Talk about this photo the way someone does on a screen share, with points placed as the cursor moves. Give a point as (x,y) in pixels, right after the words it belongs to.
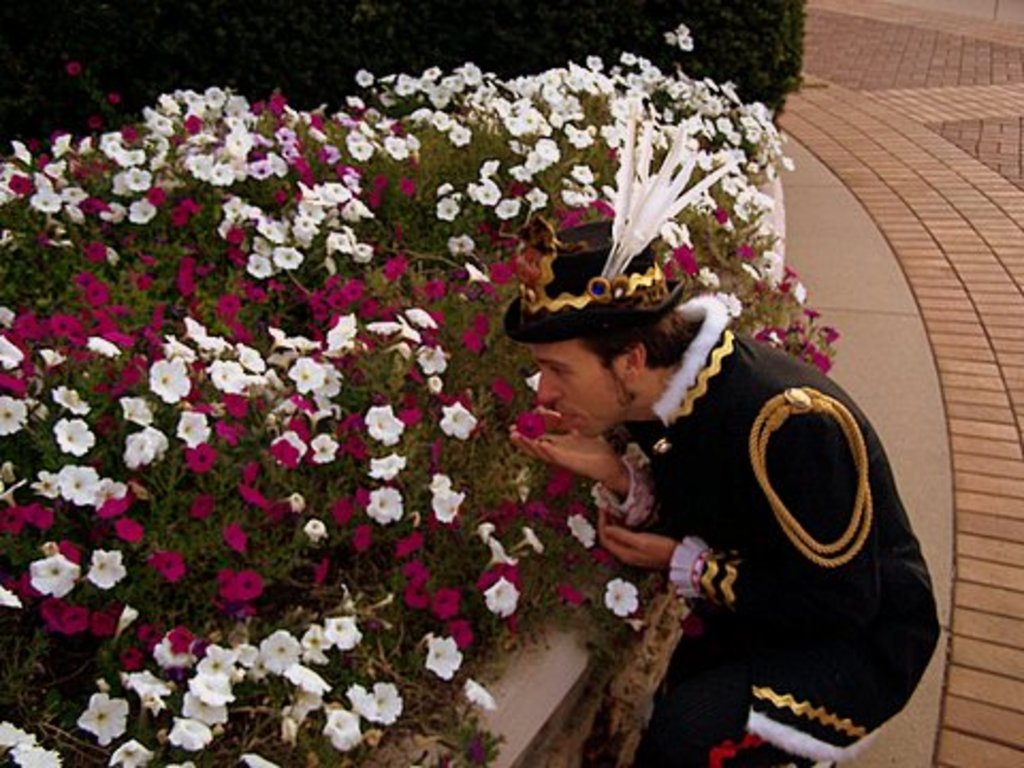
On the left side (25,323) there are flower plants (431,529) and a man (729,487) smelling a flower (540,431), on the right side (969,438) there is a path (941,147).
